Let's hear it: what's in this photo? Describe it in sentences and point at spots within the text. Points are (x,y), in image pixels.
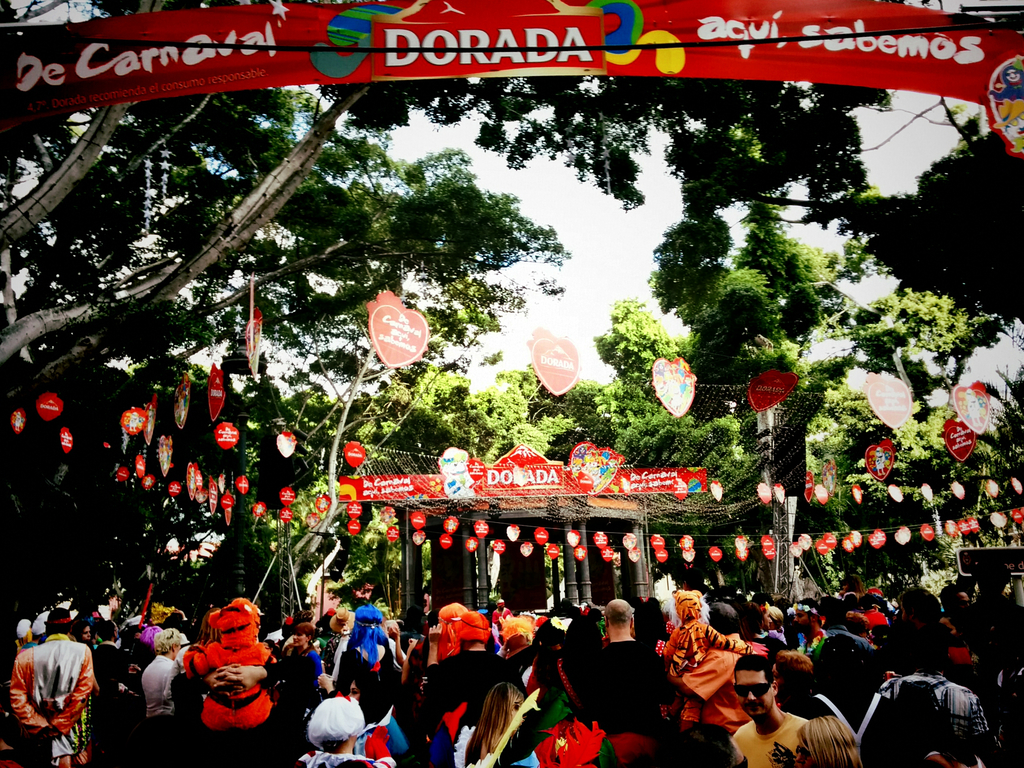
In this image we can see a few people (720,680) standing, there are some boards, trees (529,379), poles (571,574) and a banner (544,490) with some text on it, we can see an object (799,469) which looks like a tent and also we can see the sky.
